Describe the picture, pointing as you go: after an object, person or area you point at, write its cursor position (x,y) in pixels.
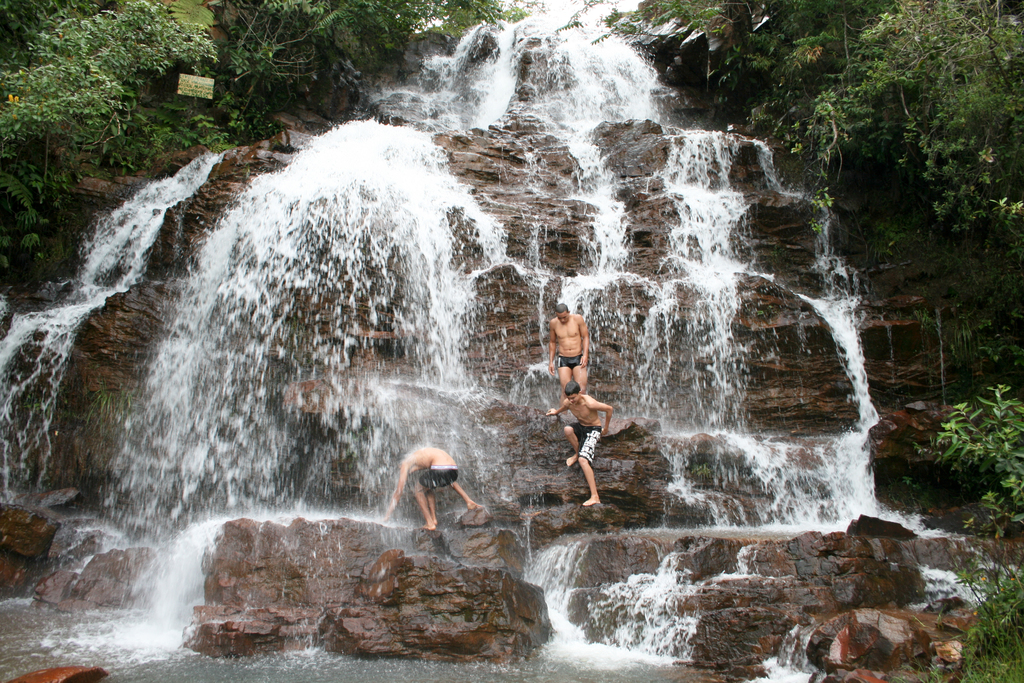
This picture shows water (427,105) flowing and we see trees (842,97) and few of them standing on the Rock (636,472).
